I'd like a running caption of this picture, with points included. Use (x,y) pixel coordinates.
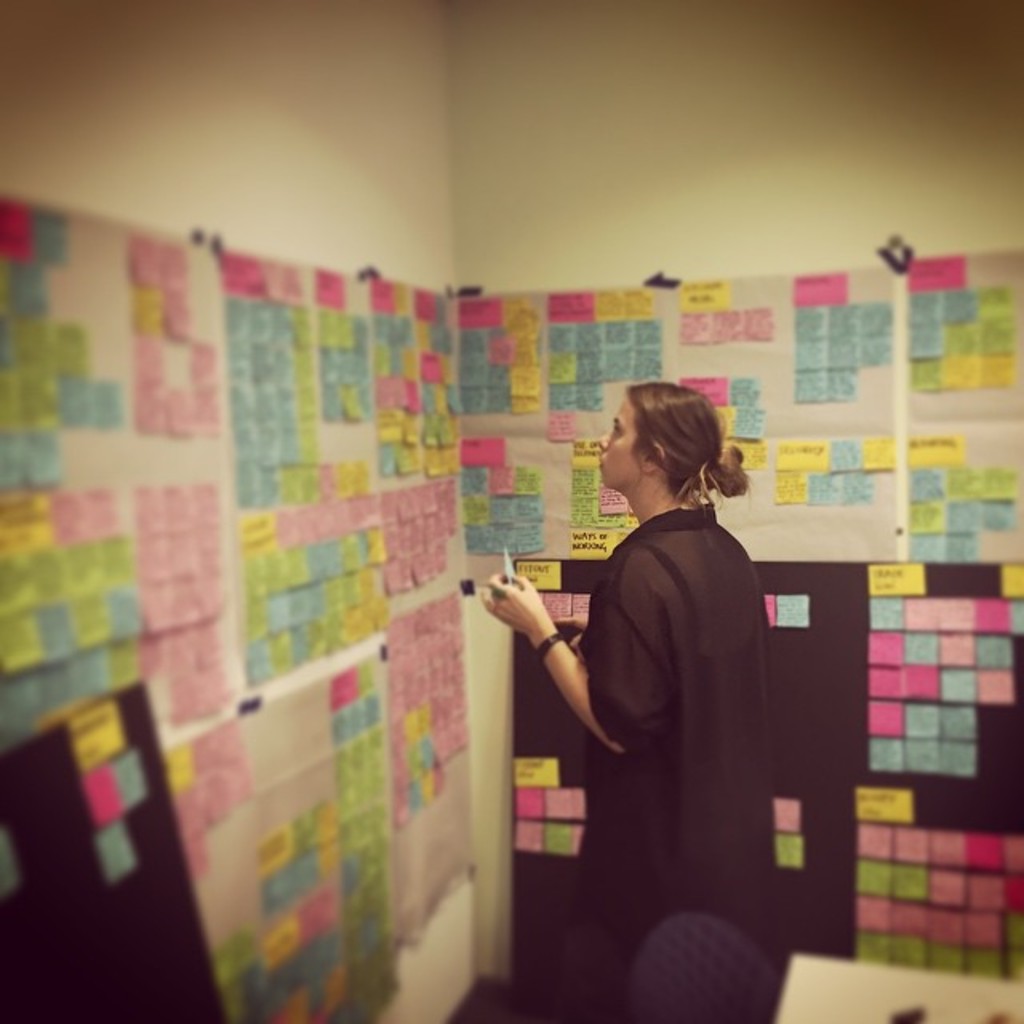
In this image we can see one black chair (745,995) near to the table (949,995), two objects (894,1020) on the table (966,995), some black and white boards (48,855) attached to the wall (457,184). There are so many sticky notes (363,390) with text (523,569) attached to these boards (218,886), one woman (641,848) standing and holding a sticky note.
